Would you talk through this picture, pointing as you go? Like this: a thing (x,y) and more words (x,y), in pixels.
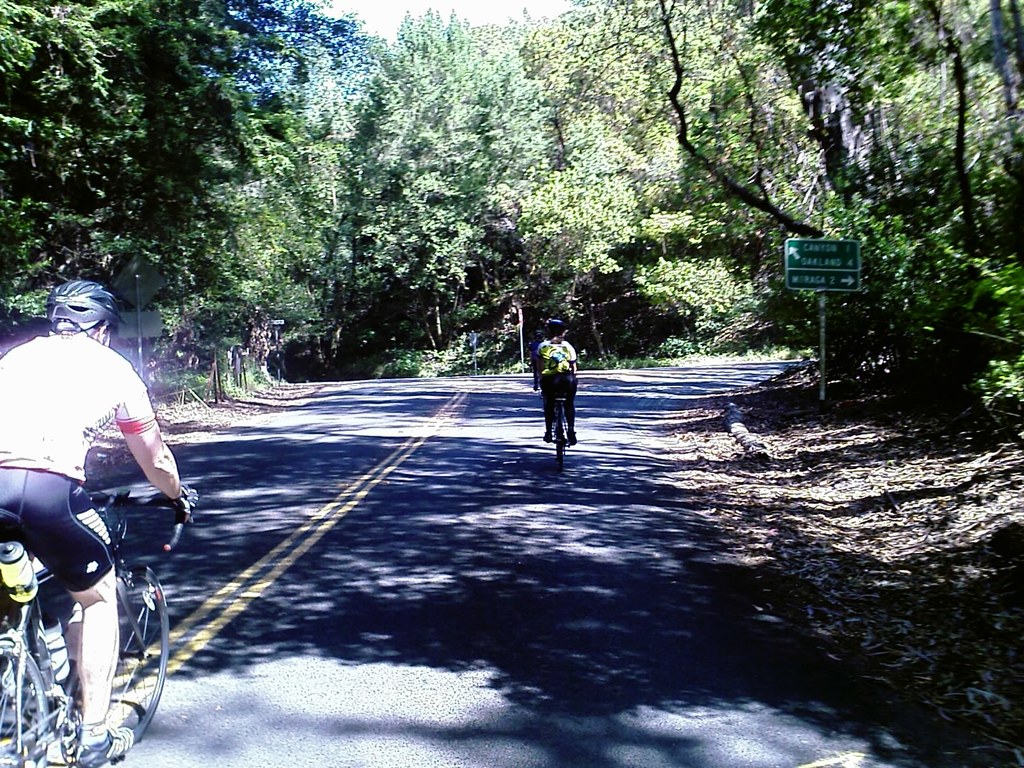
In this image there are two people (559,388) riding bicycles (57,723) on the road (602,445), there is a signboard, a fence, few trees (20,245) and some leaves (983,618) on the ground (881,601).
